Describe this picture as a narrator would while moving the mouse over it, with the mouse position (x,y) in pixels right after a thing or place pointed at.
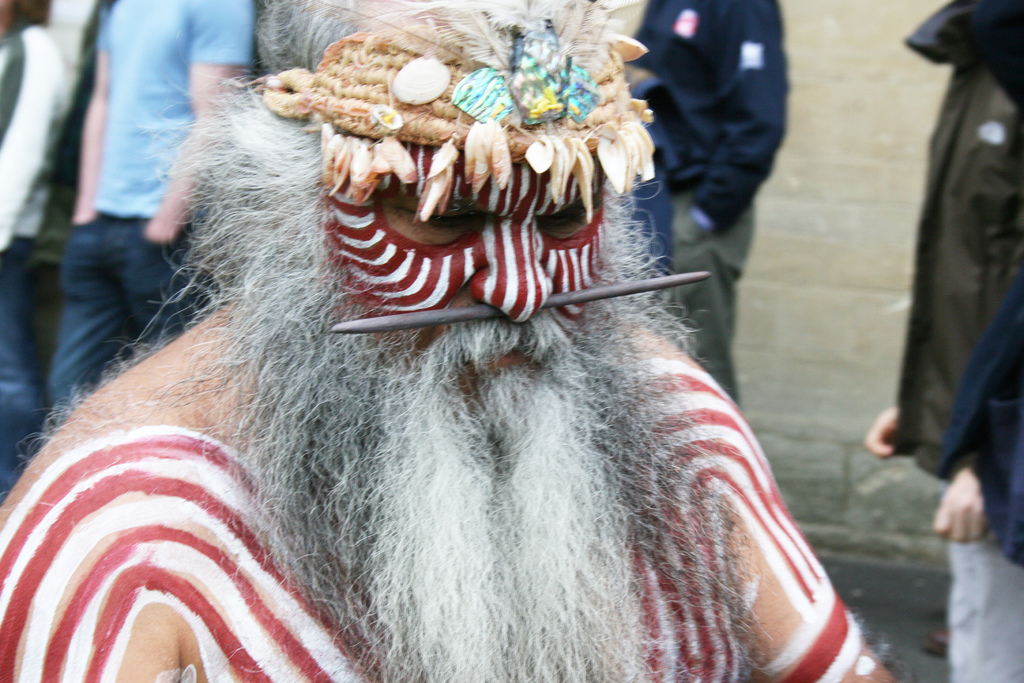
In this picture there is a man (277,263) and we can see iron stick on man face (469,324). In the background of the image (810,180) we can see people (743,159) and wall (857,76).
